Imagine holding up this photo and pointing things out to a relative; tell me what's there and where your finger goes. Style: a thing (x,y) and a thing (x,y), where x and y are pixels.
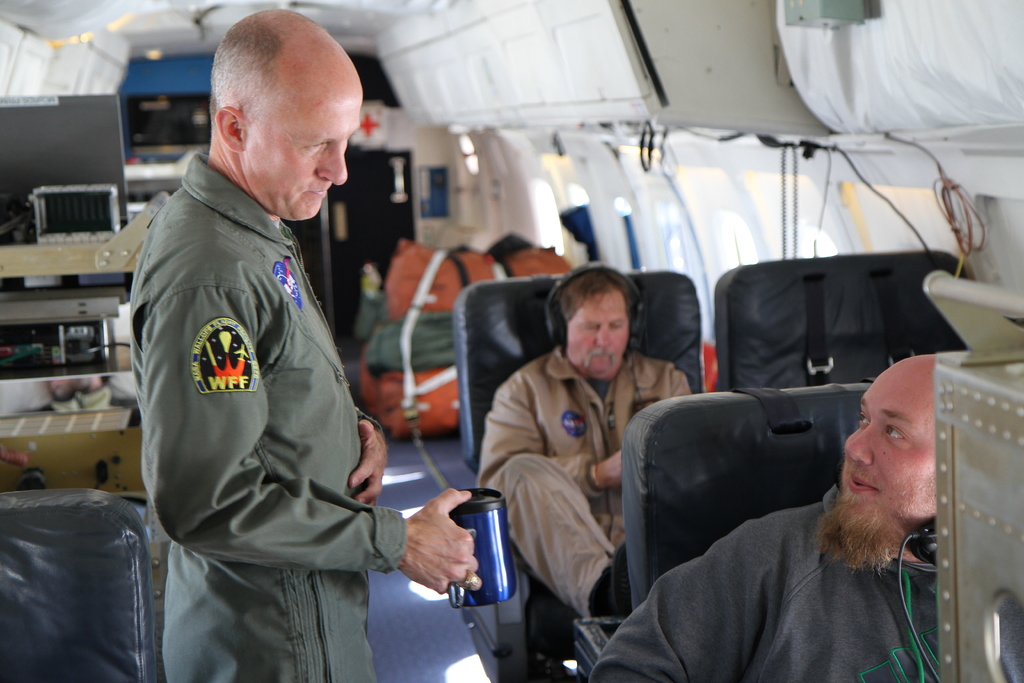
This picture shows a couple of men (709,589) seated on the chairs (653,430) and we see a man (262,637) standing and we see few bags (450,346) and a man (591,315) wore headset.
